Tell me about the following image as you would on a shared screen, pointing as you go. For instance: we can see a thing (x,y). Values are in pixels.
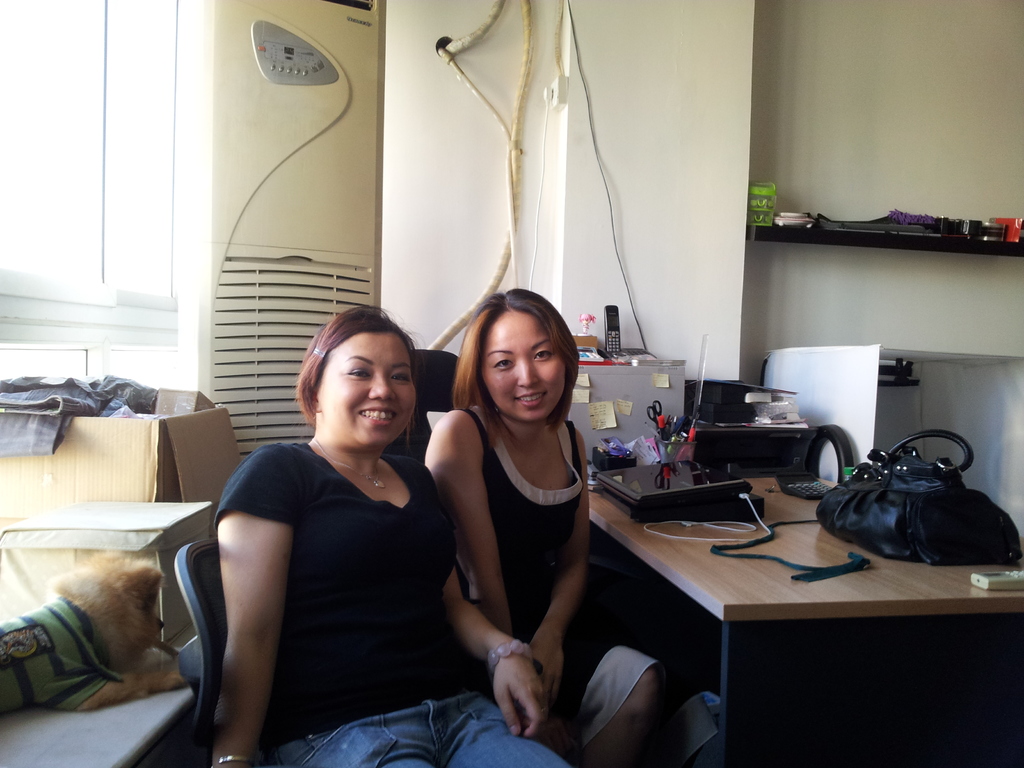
In this picture there are two women (510,456) sitting in the chairs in front of a table (769,629) on which a bag (868,487), laptop (672,494) and some accessories (655,445) were placed. Beside them there is a dog (93,618). In the background (113,445) there is a box (113,445) and a window (137,241) here. We can observe a wall (629,130) on which some wires (518,139) were fixed here.
